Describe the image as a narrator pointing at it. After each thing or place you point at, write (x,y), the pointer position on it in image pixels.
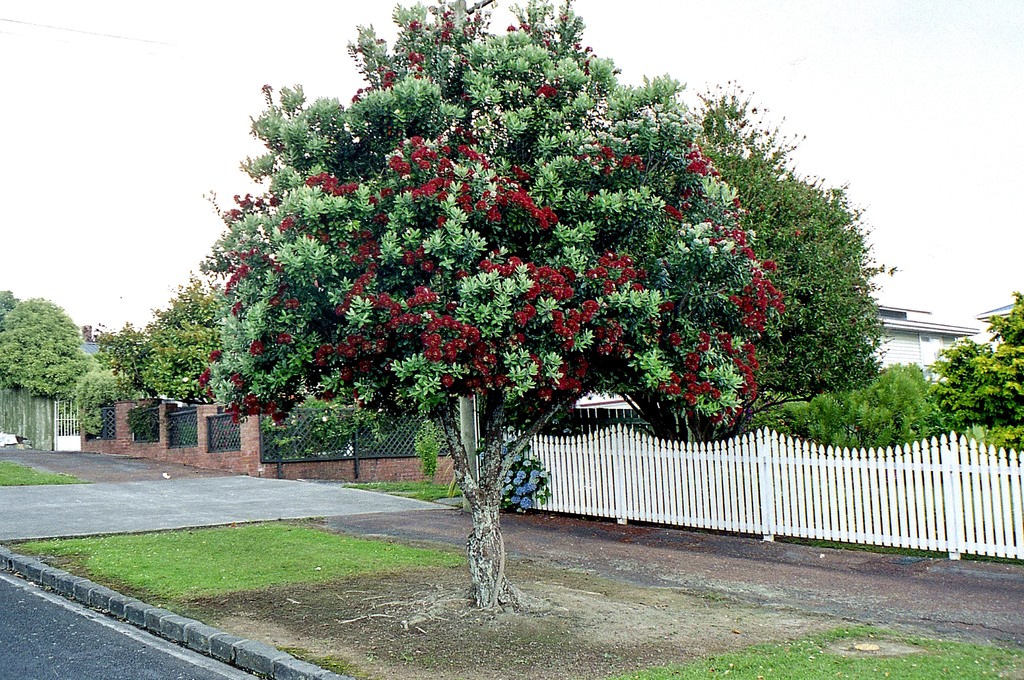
We can see tree (485,493), grass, plant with flowers (515,496) and fence (566,492). In the background (38,375) we can see fence (357,442), trees (1008,364), wall (162,429), house (912,354) and sky (144,165).
